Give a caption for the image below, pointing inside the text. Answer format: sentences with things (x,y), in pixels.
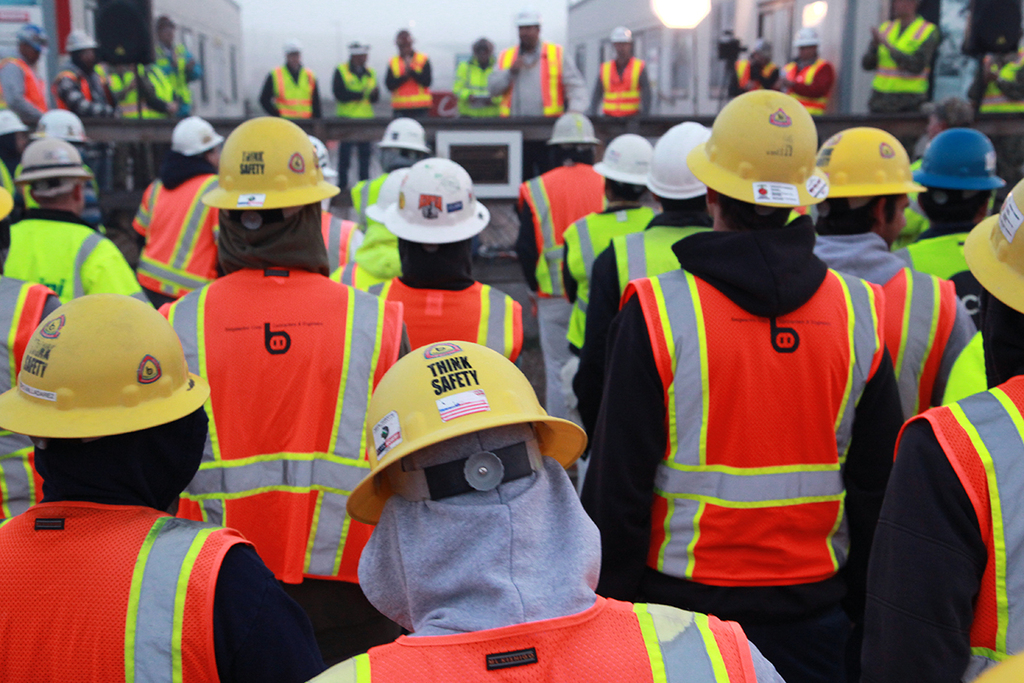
In this image there is a person (518,92) standing and holding a mic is wearing a hat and high-vis jacket (544,73) is addressing a group of people (181,103) around him.
